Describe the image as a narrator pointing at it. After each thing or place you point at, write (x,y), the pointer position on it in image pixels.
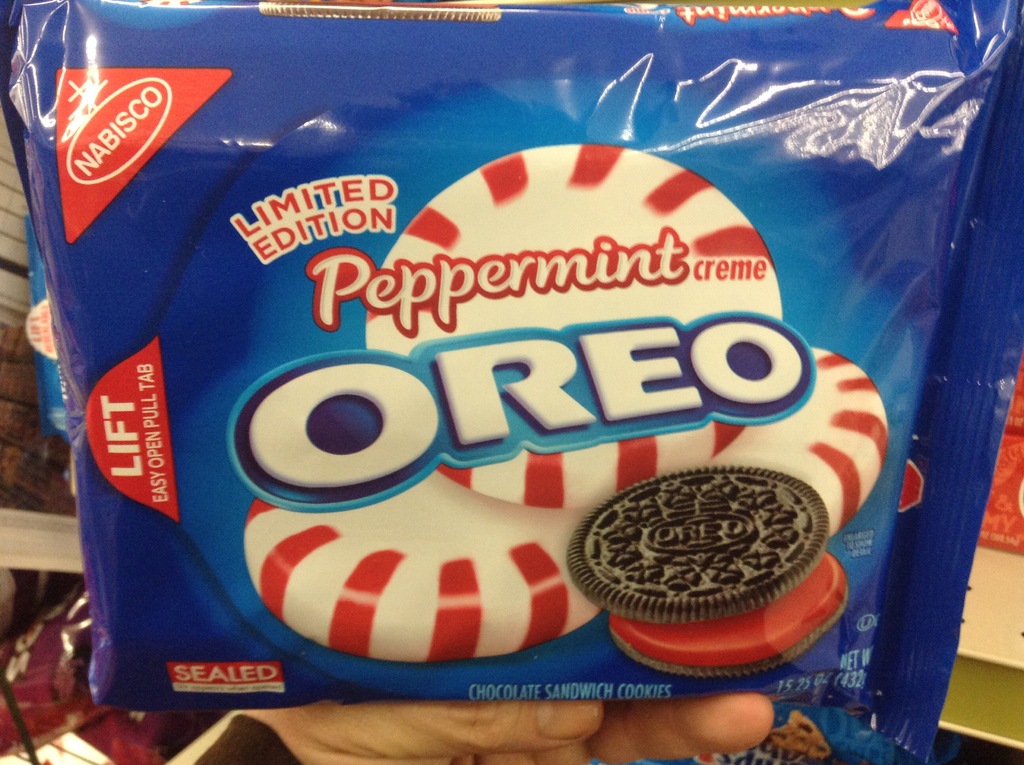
In this image we can see person's hand (384,732) and a food packet (530,407). On the packet (559,630) we can see picture of a biscuit (747,500) and some text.
